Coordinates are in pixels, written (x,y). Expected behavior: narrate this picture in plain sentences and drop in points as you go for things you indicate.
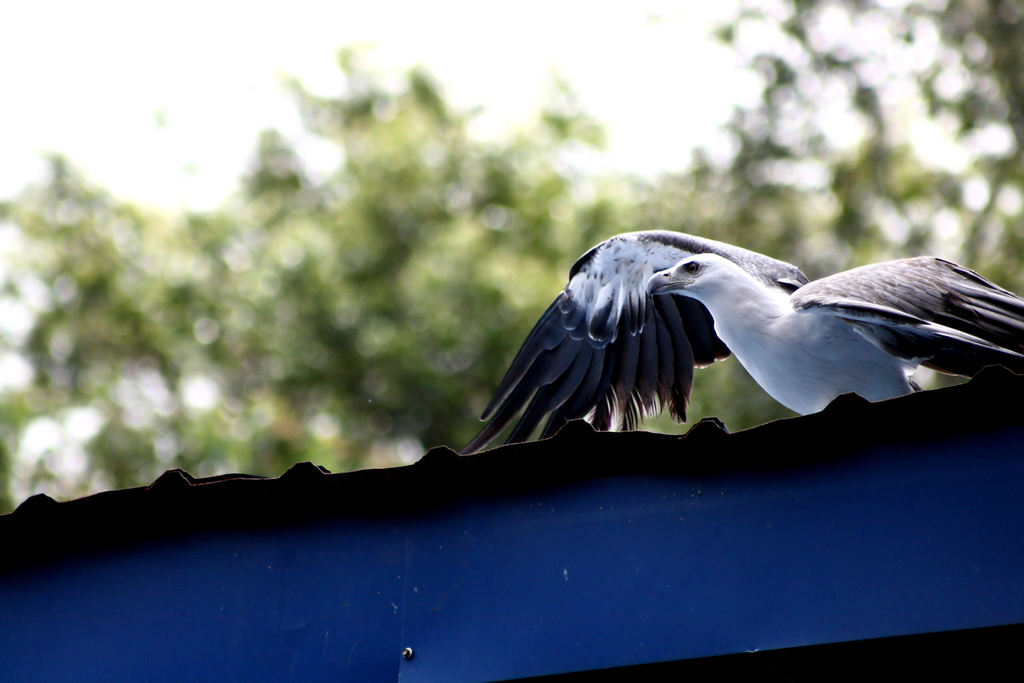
This image consists of a bird (765,301) in white and black color is sitting on the shed (697,453). The shed (495,510) is in blue color. In the background (630,182), there are trees (498,236). To the top (184,11), there is sky (141,26).
